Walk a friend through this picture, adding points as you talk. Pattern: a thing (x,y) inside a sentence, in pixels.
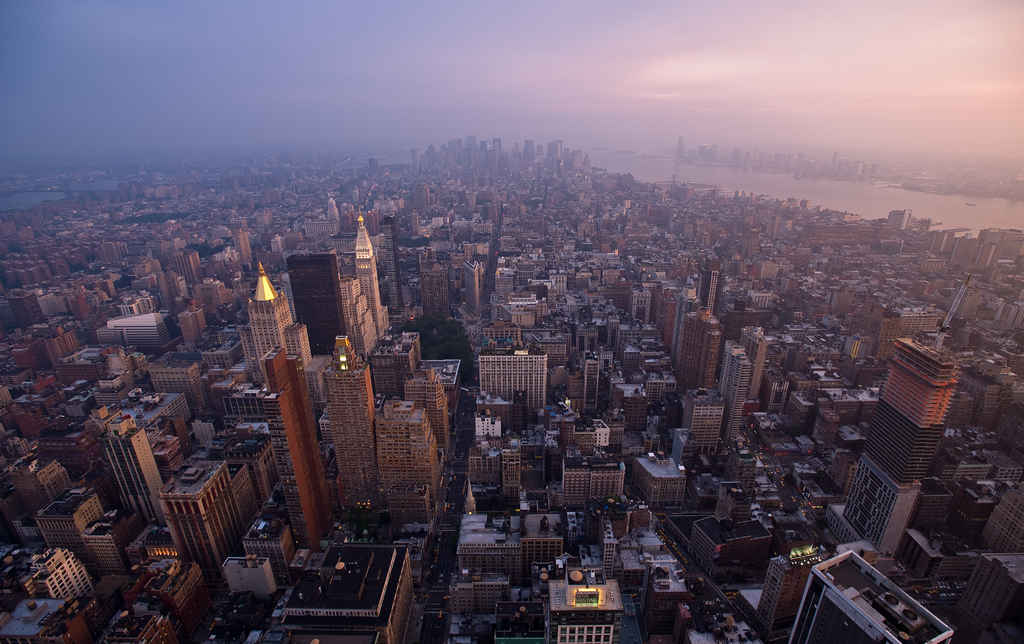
In this image I can see few buildings (702,539). In the background (652,141) I can see the water (861,183) and the sky (423,78) is in blue and white color.
